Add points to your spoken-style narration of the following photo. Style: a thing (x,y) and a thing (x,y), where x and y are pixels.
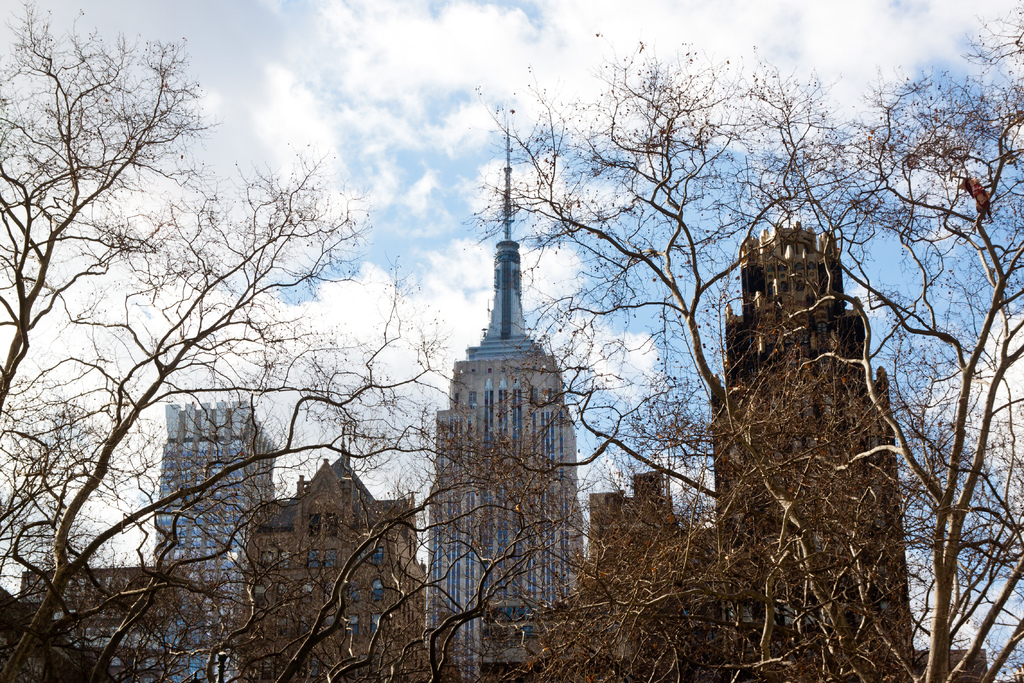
In this image in front (762,590) there are trees (473,485). In the background of the image (478,435) there are buildings (833,366) and sky (435,49).
